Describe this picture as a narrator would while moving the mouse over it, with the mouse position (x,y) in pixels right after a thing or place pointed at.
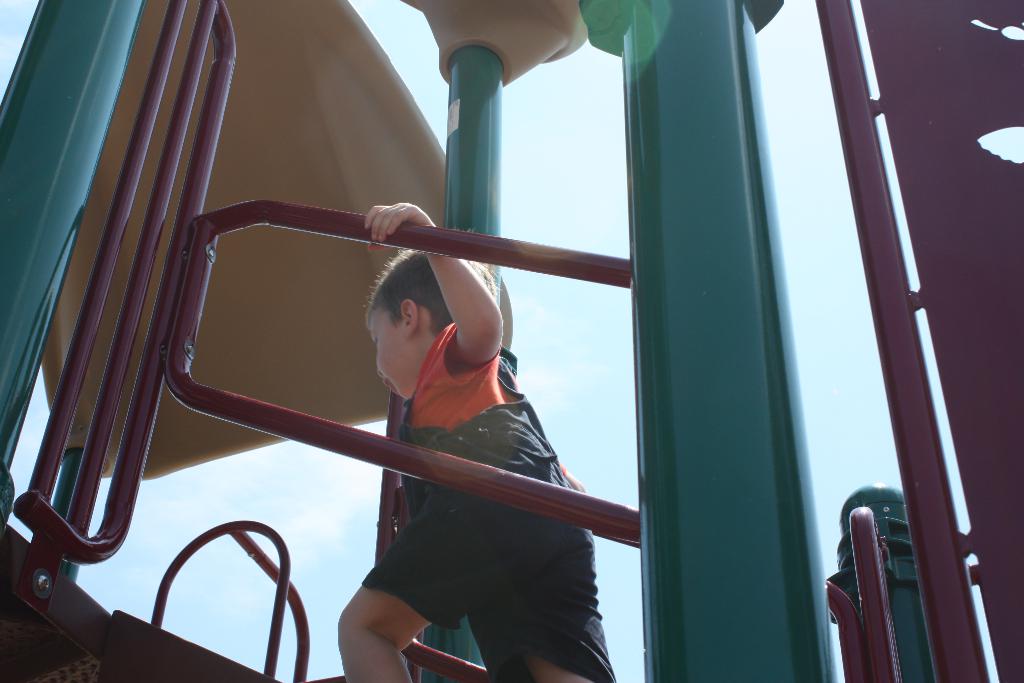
In this picture there is a boy (388,322) walking and holding the handrail (514,499). In the background (250,152) it looks like a slider (261,158). At the top (607,145) there is sky (626,214).
